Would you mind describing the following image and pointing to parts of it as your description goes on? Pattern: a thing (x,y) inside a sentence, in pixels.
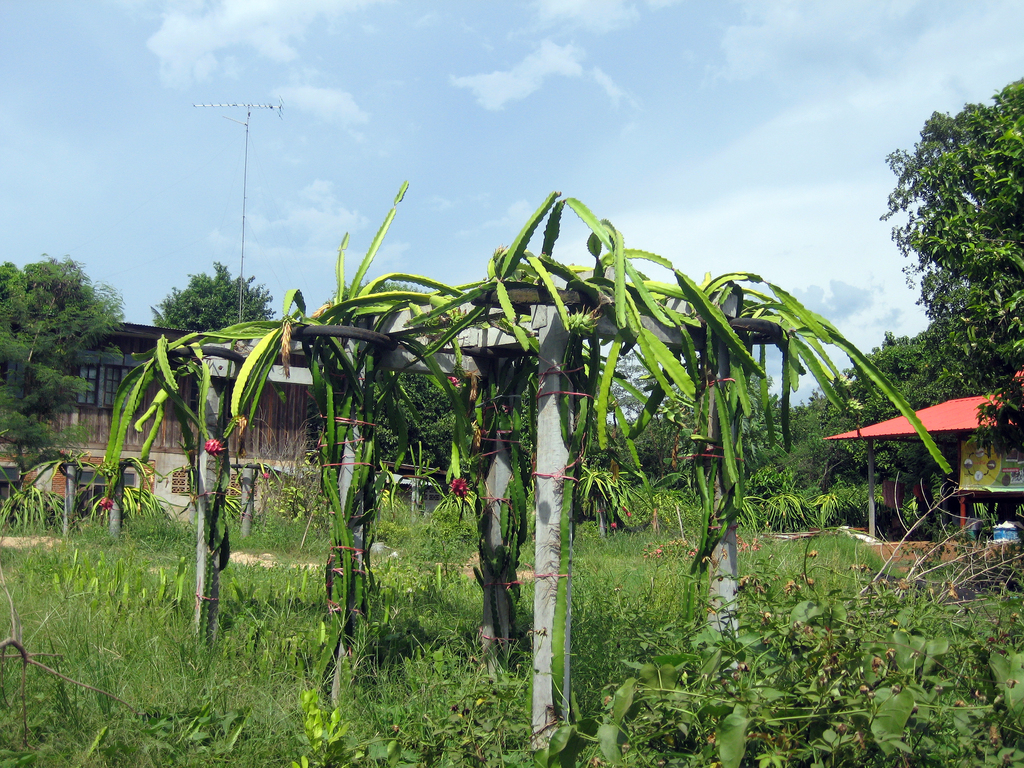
There are some pillars (532,641) and some plants (491,597) at the bottom of this image (556,654). There is a shelter (969,416) on the left side of this image (96,425) and right side of this image (873,500) as well. There are some trees (38,323) in the background (620,394). There is a cloudy sky (456,150) at the top of this image (488,126).
